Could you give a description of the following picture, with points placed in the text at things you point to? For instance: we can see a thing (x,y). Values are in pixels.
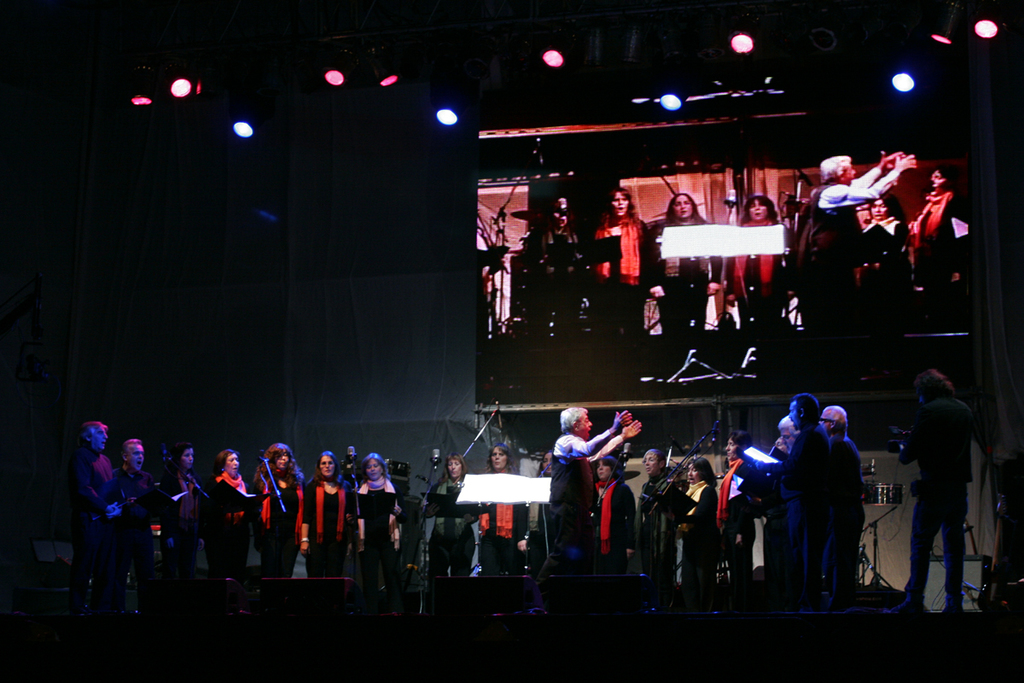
At the bottom of the image (833,650) we can see the stage (790,656). On the stage (495,614) we can see the lights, mics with stands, musical instruments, stand (529,566), book (519,491) and some people (942,407) are standing and singing and some of them are holding the books (667,498). In the background of the image (356,441) we can see the wall (435,305), screen (910,304). At the top of the image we can see the roof (310,0) and lights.
